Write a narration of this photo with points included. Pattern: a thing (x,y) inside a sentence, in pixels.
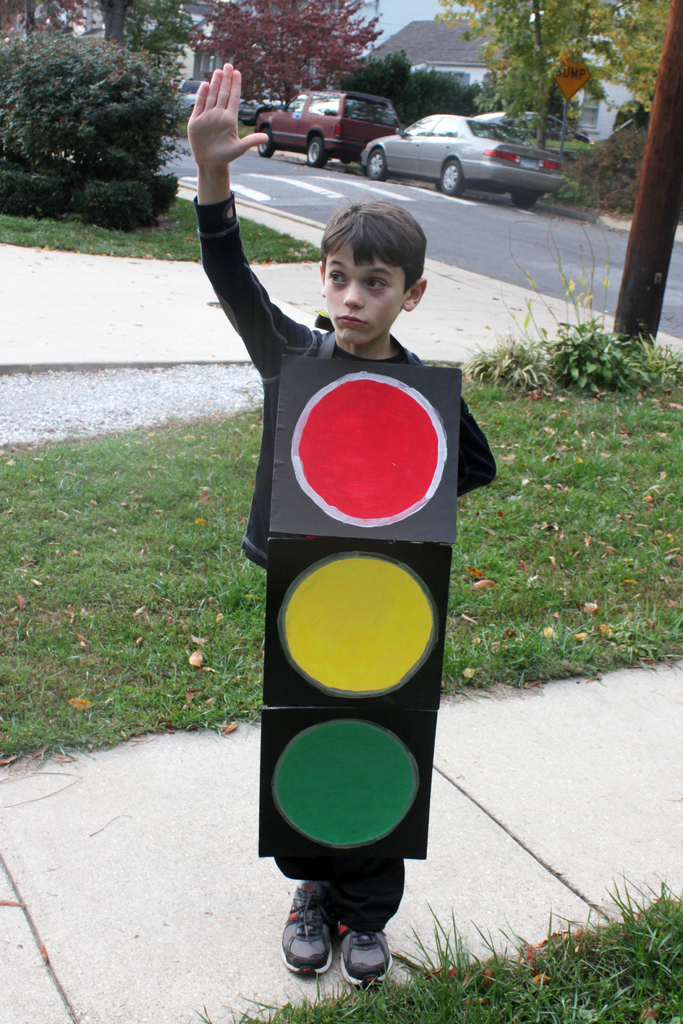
In the middle of the image (447,524) a boy (373,293) is standing and holding a sign board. Behind him we can see grass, plants (71,92) and poles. At the top of the image (408,183) we can see some vehicles (250,109) on the road (494,224). Behind the vehicles (456,126) we can see some trees (469,7) and buildings (477,68).
